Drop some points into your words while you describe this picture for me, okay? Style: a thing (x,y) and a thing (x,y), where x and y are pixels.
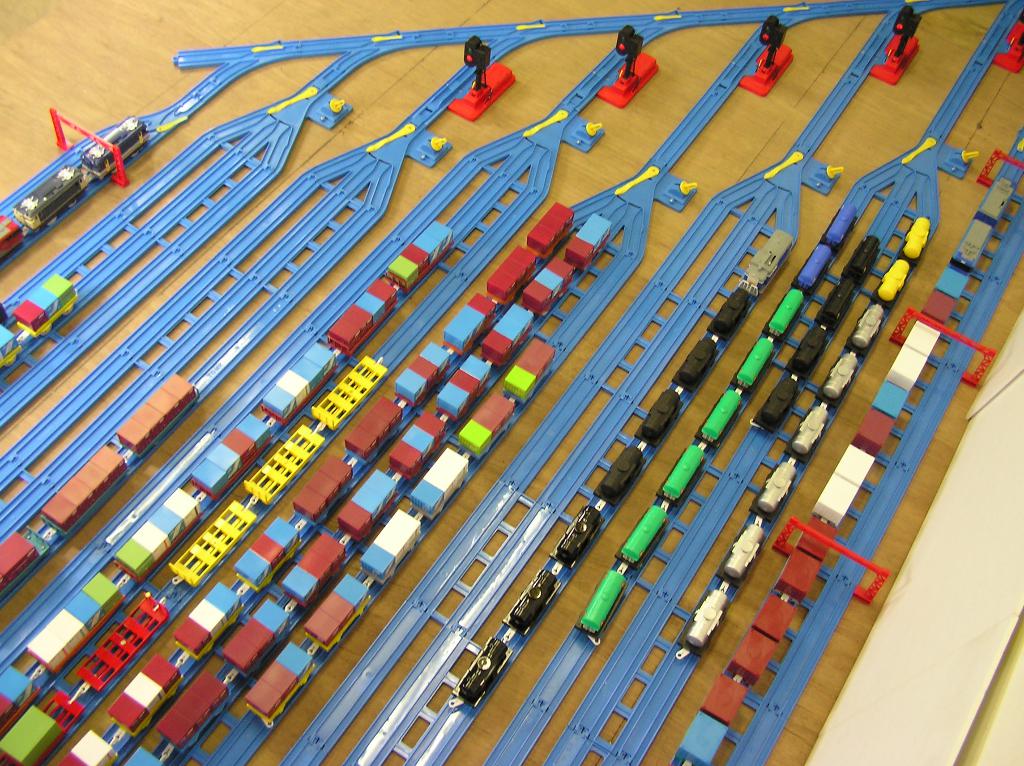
In this image, we can see some toys (314,734) like trains (409,432), tracks (341,728) and poles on the surface (213,25).
